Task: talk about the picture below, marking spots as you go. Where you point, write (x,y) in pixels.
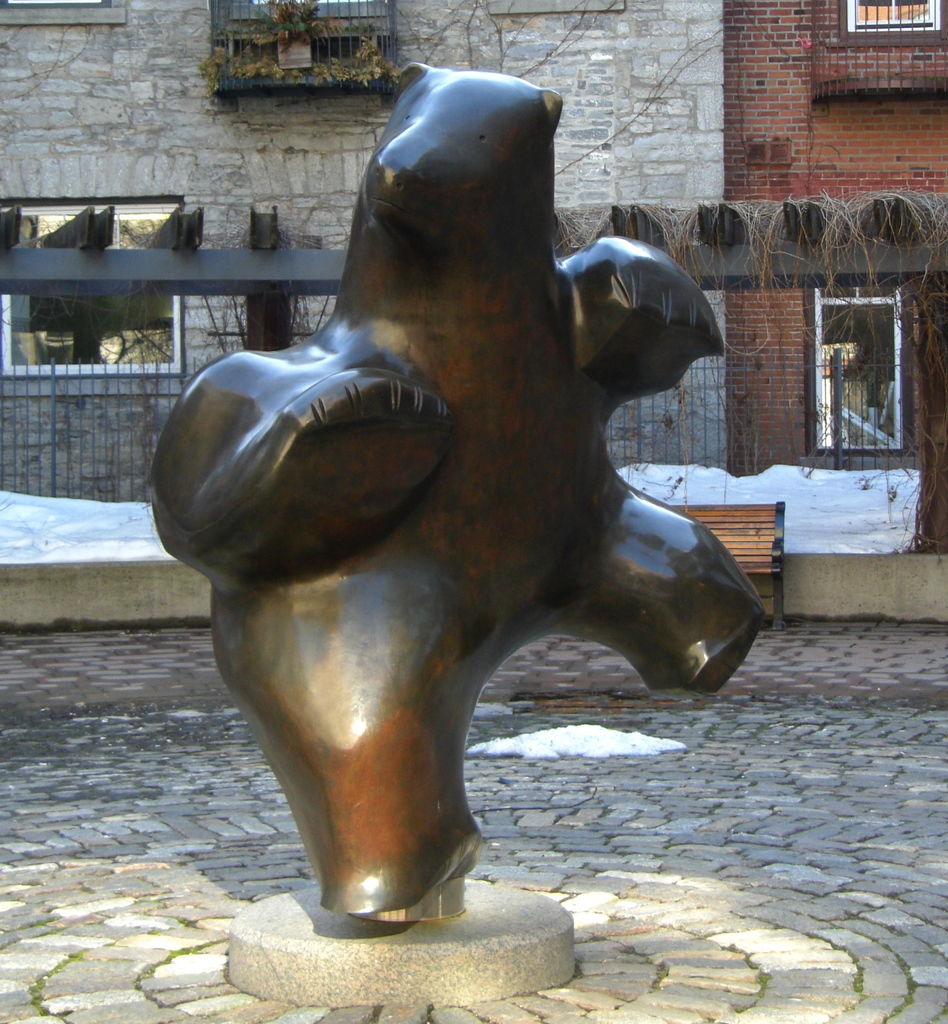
In this image I can see in the middle (530,490) there is a statue (445,604), in the background (928,157) it looks like there are buildings (928,157).
